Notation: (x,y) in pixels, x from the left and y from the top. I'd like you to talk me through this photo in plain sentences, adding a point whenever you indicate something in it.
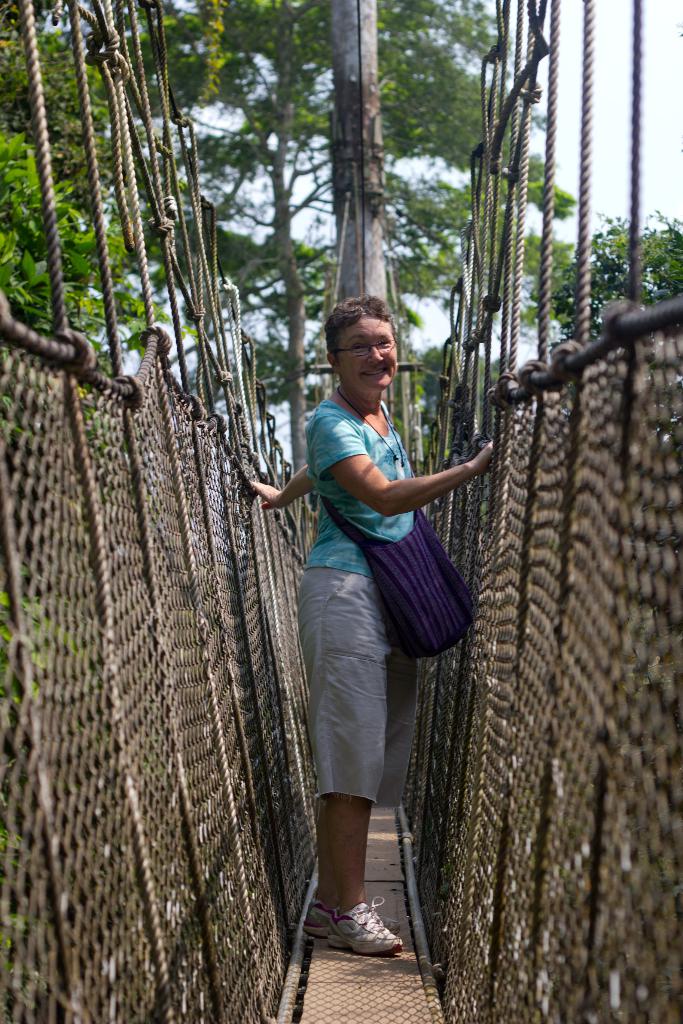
In this image there is a woman (309,591) standing with a smile on her face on the rope bridge (421,674), behind the woman (358,522) there is a pole (349,185) and trees (292,241).
